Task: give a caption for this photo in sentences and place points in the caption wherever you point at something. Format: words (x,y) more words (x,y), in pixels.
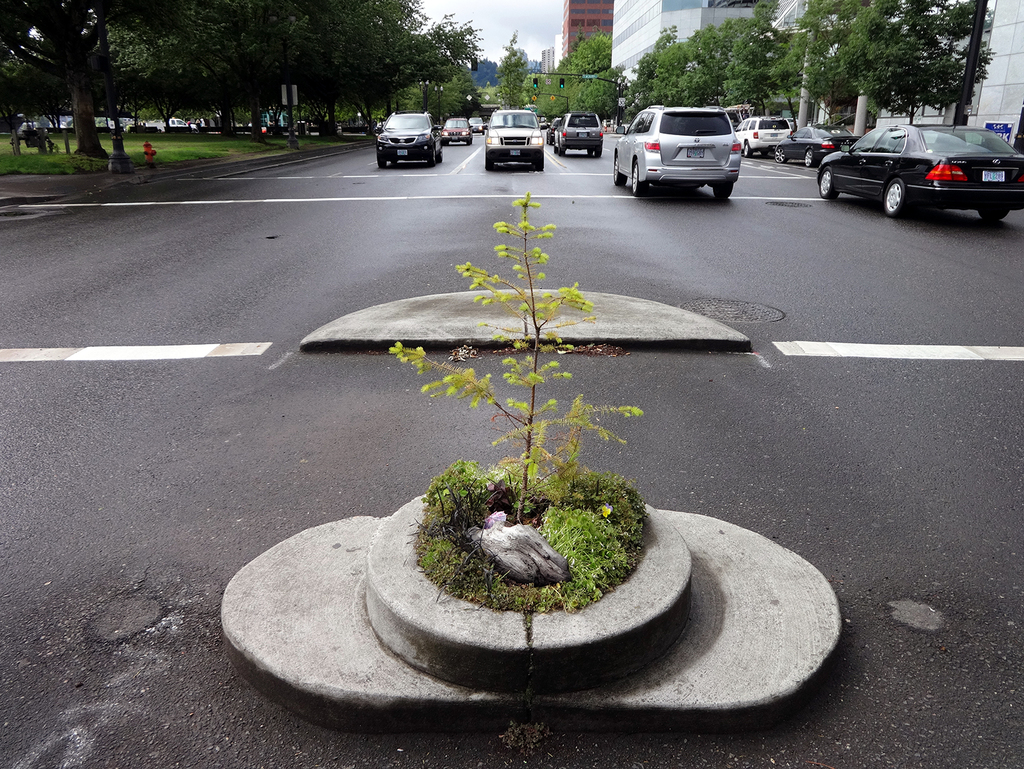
In this image we can see trees (864,73), there is a fire hydrant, there are buildings (647,50), traffic lights (534,87), poles (548,74), there are vehicles (648,110) on the road (592,211), also we can see a plant (457,481) in the middle of the road (696,491), there is a rock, also we can see the sky (523,22).
